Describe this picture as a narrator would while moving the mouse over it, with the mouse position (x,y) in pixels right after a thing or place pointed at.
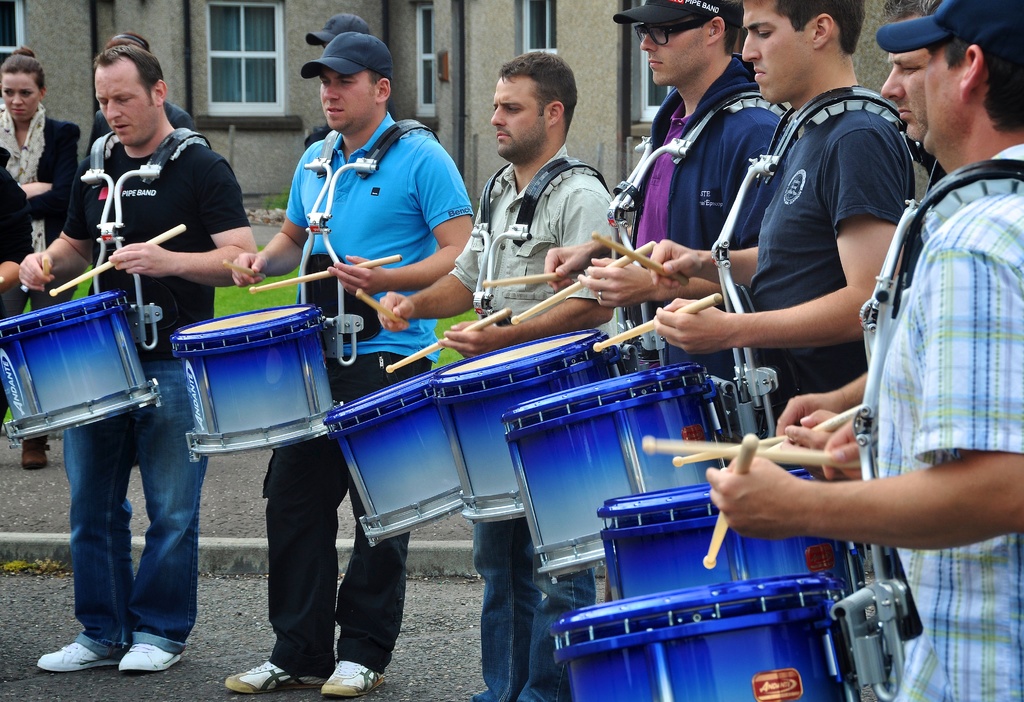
In the center of the image (392,387), we can see people (500,189) standing and playing drums (500,363) and in the background (259,28), there is a building (457,90) and at the bottom (415,661), there is road (437,631).
